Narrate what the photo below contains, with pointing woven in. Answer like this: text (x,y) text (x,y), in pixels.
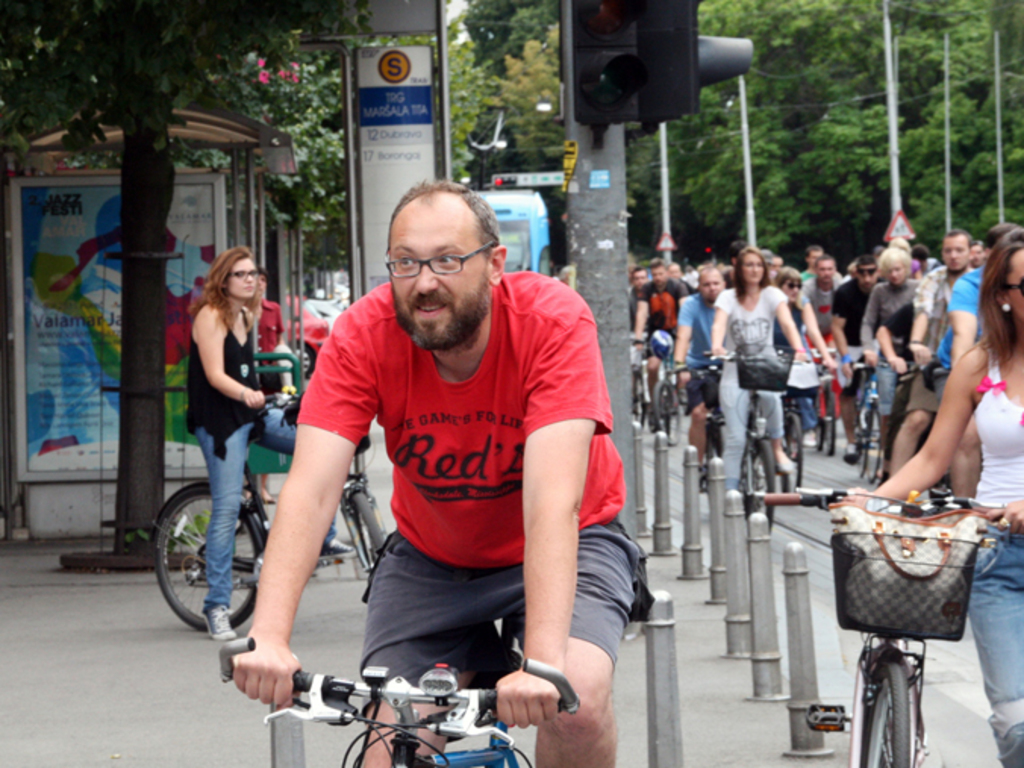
This image consists of so many trees (126,115). They are on the top side of the image (645,179). There are so many people (725,387) on the right side (687,337) who are riding bicycle (821,495). There is a man (405,491) in the middle of the image (509,443) who is riding bicycle (438,716). He wore red color t-shirt (494,462) and black color short (461,593). Behind him there is a woman (236,503) on bicycle (246,515) she is wearing black color shirt (215,395) and blue jeans (242,465). Behind her there is a board (40,290) it is like advertisement board (114,363) it is on the left side of the image (90,399). in the middle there are traffic lights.
